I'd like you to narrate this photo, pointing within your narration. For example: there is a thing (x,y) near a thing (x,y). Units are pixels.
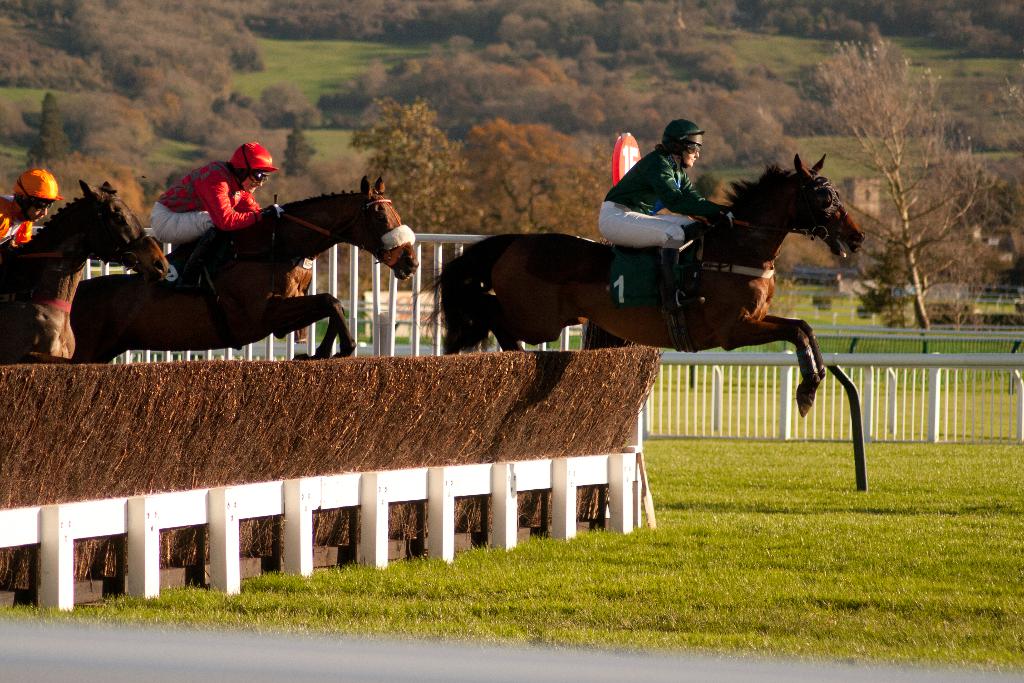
In this image, we can see people (202,233) riding horse (599,293) and in the background (378,74), there are trees (653,125) and there is a fence (534,511).
